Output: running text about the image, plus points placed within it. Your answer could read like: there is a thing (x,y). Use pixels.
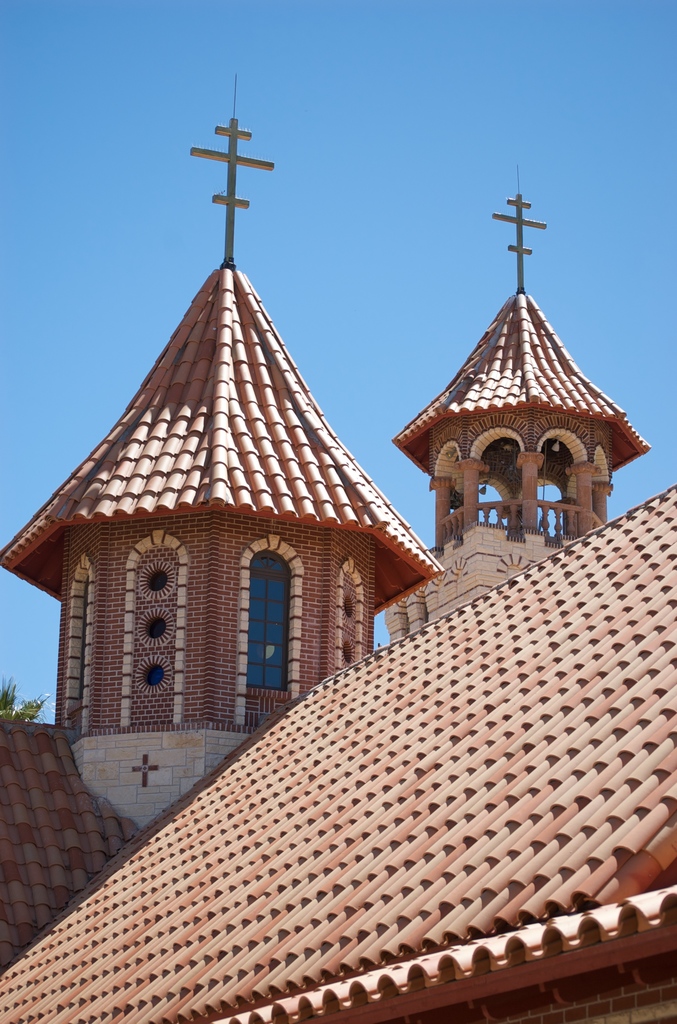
There is a building (322,712) with arches (488,483), pillars (523,456), windows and railings (545,532). In the background (316,169) there is sky (371,159).
